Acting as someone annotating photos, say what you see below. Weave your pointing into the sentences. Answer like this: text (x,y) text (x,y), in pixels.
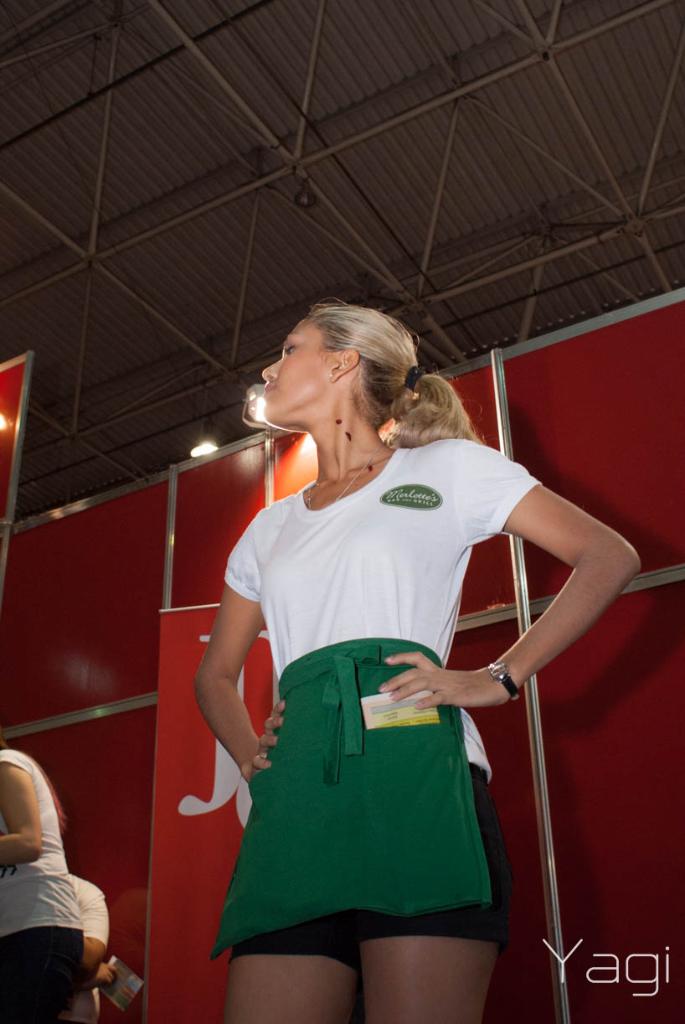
In this picture we can see few people (85,909) and in the background (223,888) we can see boards (224,886), wall (567,769), roof (88,486) and lights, in the bottom right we can see some text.
